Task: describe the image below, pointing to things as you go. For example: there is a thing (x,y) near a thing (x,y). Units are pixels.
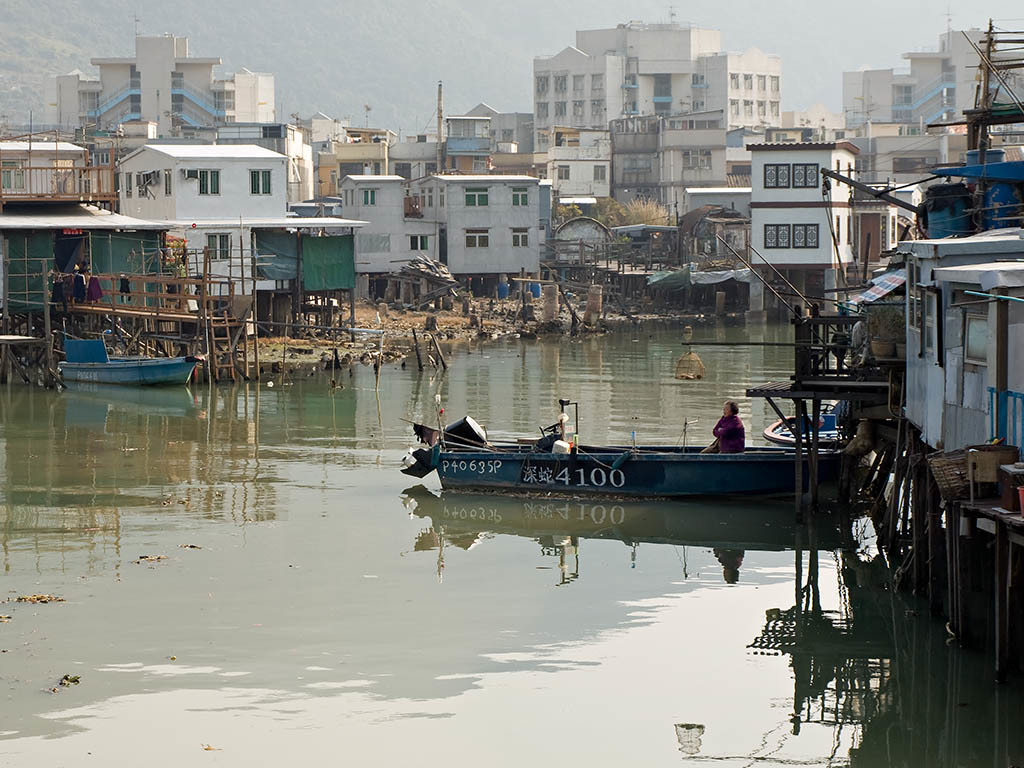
In this picture we can observe a boat (654,452) on the water (355,407). There are some buildings (483,220) on either sides of this water (428,688). In the background (620,106) we can observe some houses (598,144). There is a hill (412,61).
